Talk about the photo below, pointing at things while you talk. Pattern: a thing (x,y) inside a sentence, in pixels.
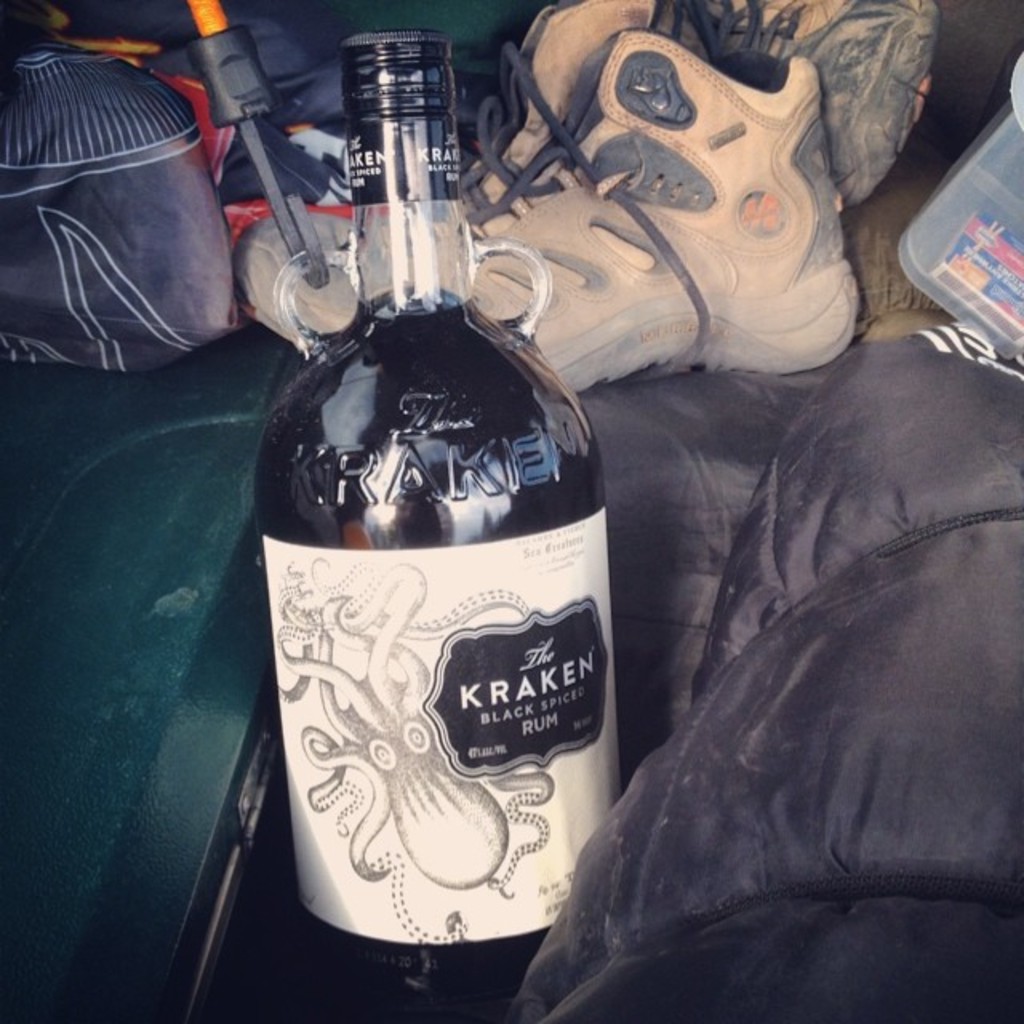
This is a glass bottle (329,524) with alcohol (463,430) in it. This bottle (436,353) is sealed with black cap (419,135) and label (394,572) is attached to the bottle (497,639). This is the shoe (643,302). This looks like a cloth (720,826) and some objects (168,225) placed behind the bottle (471,452).
